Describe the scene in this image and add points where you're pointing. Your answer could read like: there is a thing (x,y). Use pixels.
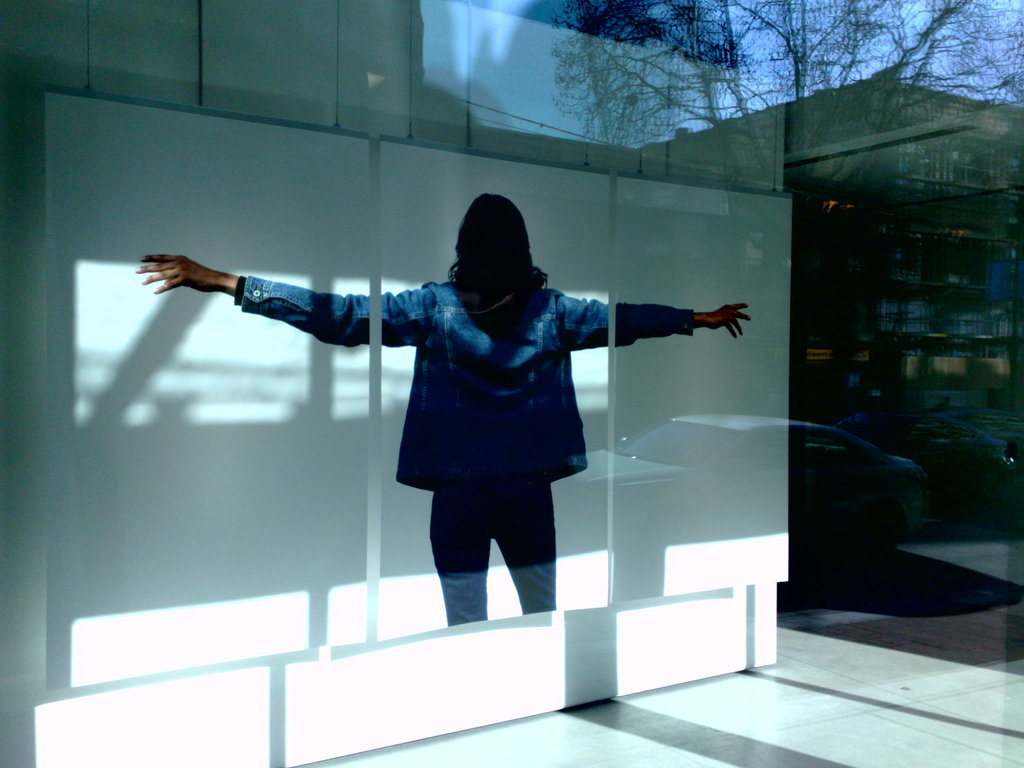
There is a person (447,543) standing and we can see glass (692,349), through this glass (695,361) we can see tree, building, cars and sky (884,62).
